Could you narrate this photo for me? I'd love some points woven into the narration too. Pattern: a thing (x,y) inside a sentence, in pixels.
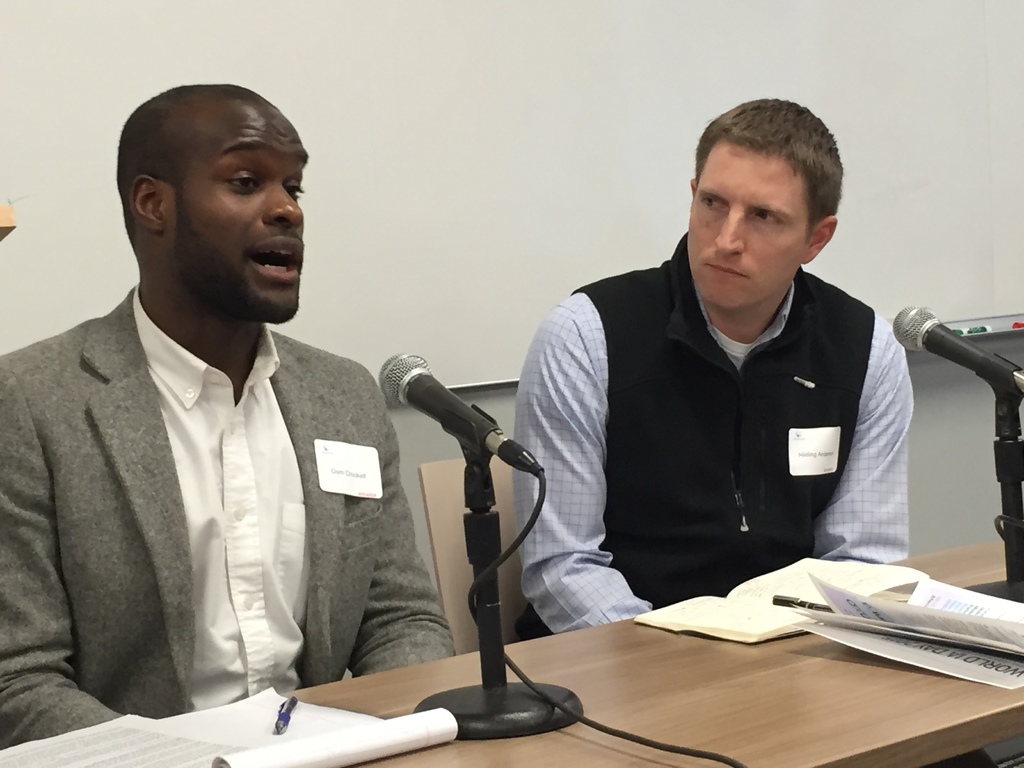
In this image, there are a few people (628,598). We can see a table (919,556) with some books (768,597), posters (897,635) and microphones (980,357). We can see the wall (902,302) with some objects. We can also see an object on the left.
